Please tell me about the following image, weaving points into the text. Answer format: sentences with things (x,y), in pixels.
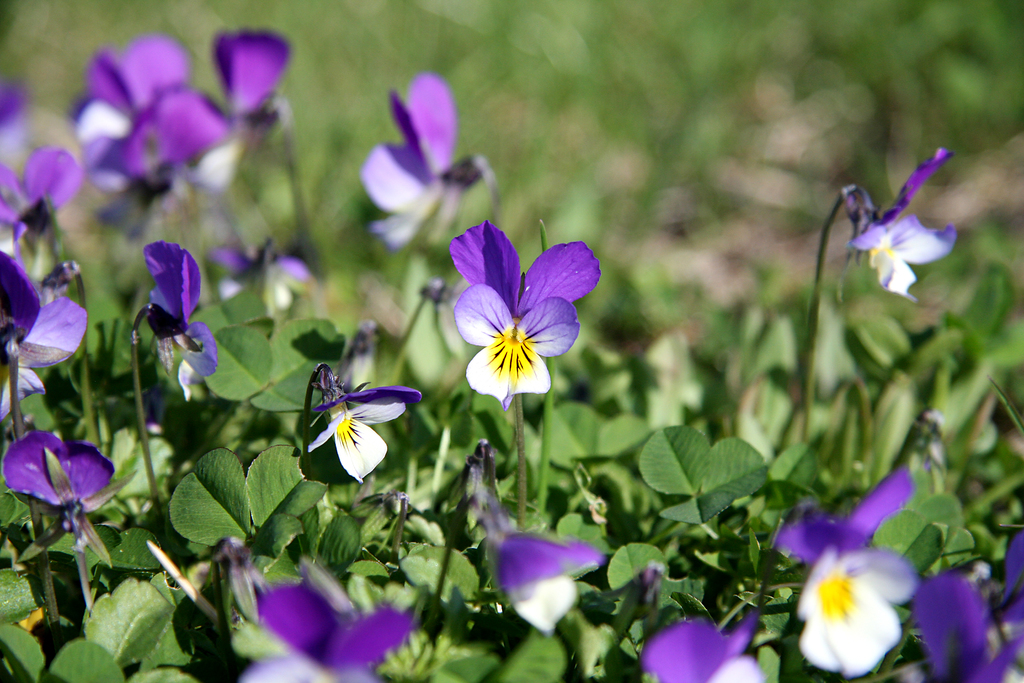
There are flower plants (400,246) in the image and the background (494,145) area is blur.
